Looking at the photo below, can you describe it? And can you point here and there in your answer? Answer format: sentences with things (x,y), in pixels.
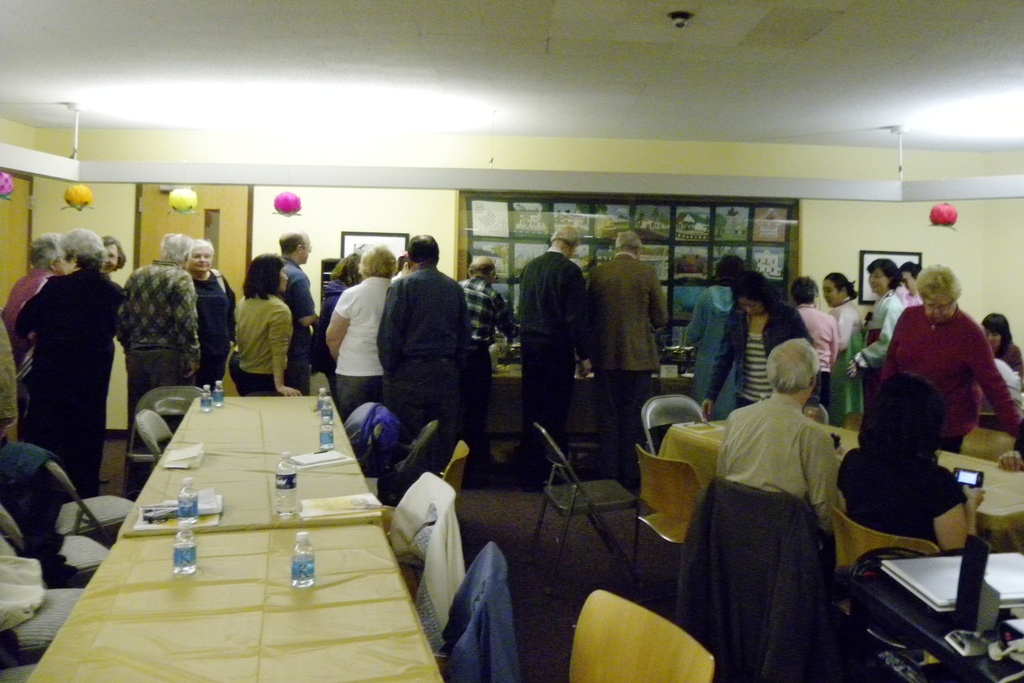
In the image we can see there are people (455,370) standing and some of them are sitting, they are wearing clothes (424,344). Here we can see a person (898,468) on the right side of the image (905,464), holding a device (980,481) in the hands (966,489). We can see there are many chairs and tables (986,463), on the tables (266,572) we can see water bottles (309,561) and papers (342,458). Here we can see decorative balls (284,201), frames (407,236) stick to the wall (362,214) and the roof (825,109).
